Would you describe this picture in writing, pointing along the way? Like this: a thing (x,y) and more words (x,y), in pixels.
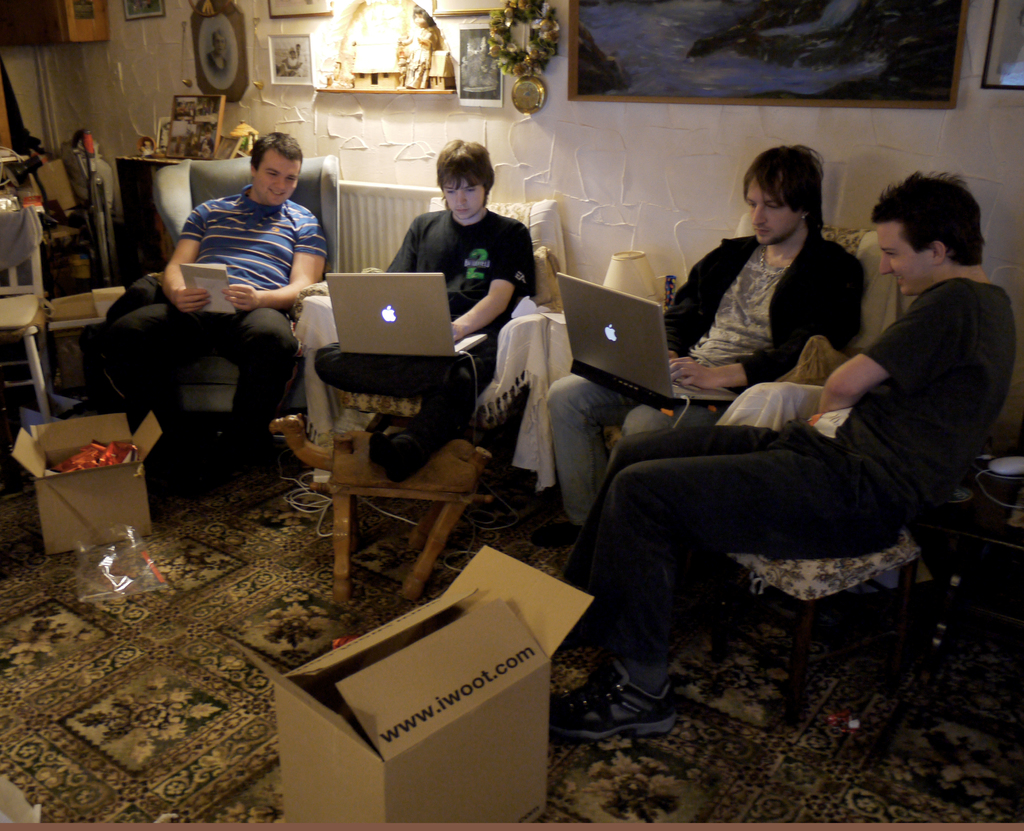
In this image four people (785,514) are sitting on the chair (519,374). On the right (865,424) there is a man (889,370) he wears black t shirt (926,389), trouser (676,511) and shoes (616,702). In the middle (459,303) there is a man (465,285) he is holding a laptop (429,321). In the left (222,319) there is a man (248,263) he is holding a book (210,307). At the bottom (330,667) there are two boxes (404,690) and floor (718,751). In the background (699,138) there is a wall (616,179), photo frame (702,72).
